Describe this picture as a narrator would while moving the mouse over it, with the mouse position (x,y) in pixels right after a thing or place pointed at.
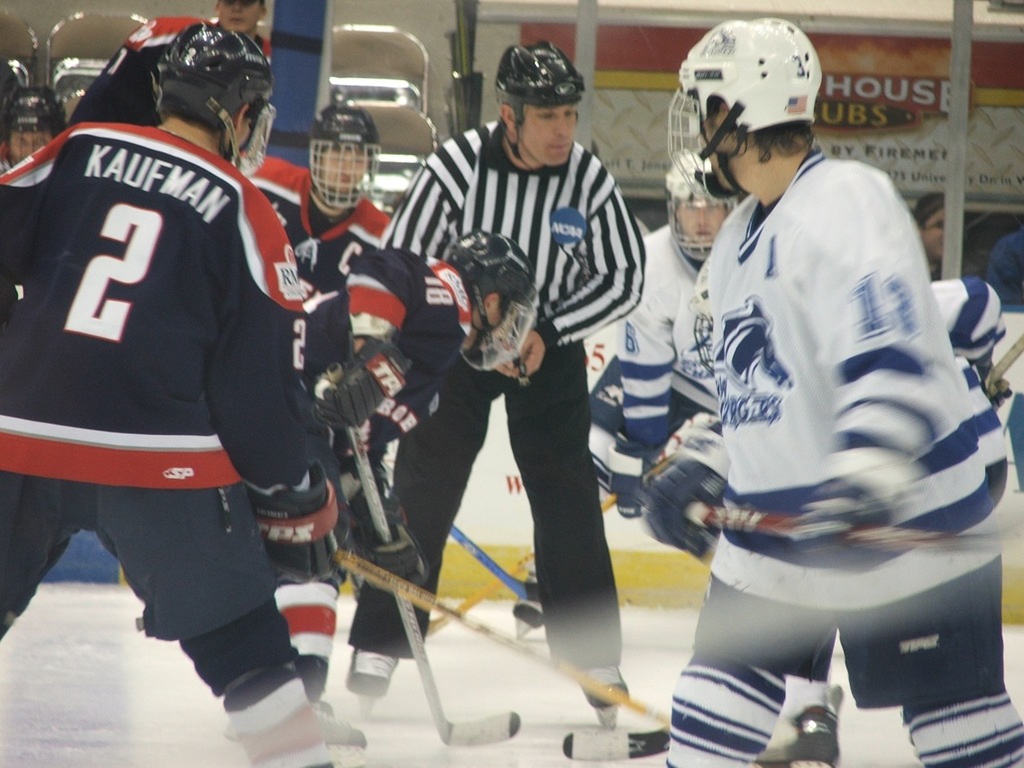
In this picture there are people (496,304) in the center of the image (496,304), they are playing and there is a poster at the top side of the image (657,165), there is ice (885,721) at the bottom side of the image (218,743).
